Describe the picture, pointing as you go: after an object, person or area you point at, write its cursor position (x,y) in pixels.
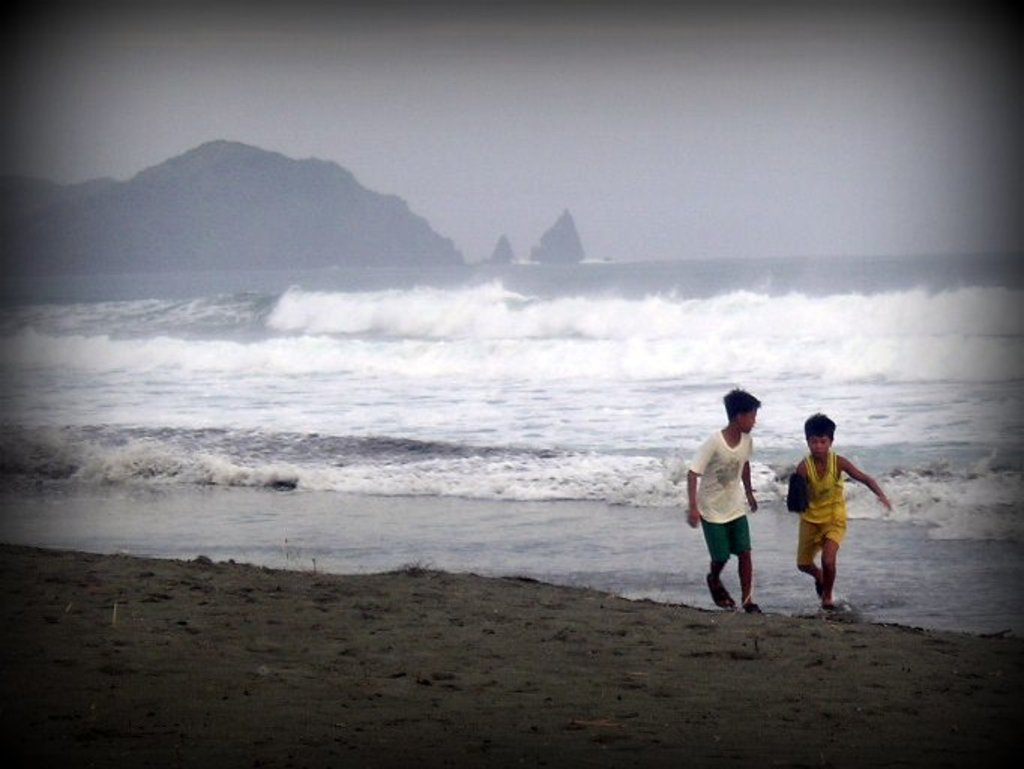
In this picture we can see two boys (816,461) running on sand (796,668) and in the background (865,532) we can see water (512,325), mountains (388,223), sky (487,184).
